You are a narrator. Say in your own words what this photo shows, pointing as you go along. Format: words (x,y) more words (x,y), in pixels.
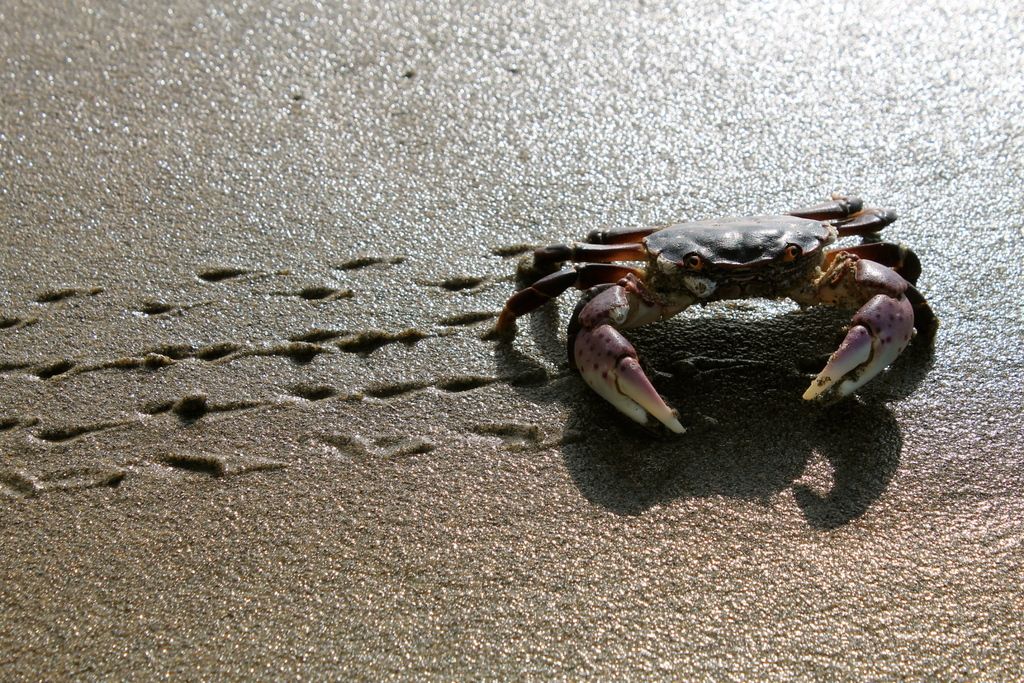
In this picture I can observe crab (732,258) on the right side (706,251). In the background (392,261) I can observe sand (392,283).
